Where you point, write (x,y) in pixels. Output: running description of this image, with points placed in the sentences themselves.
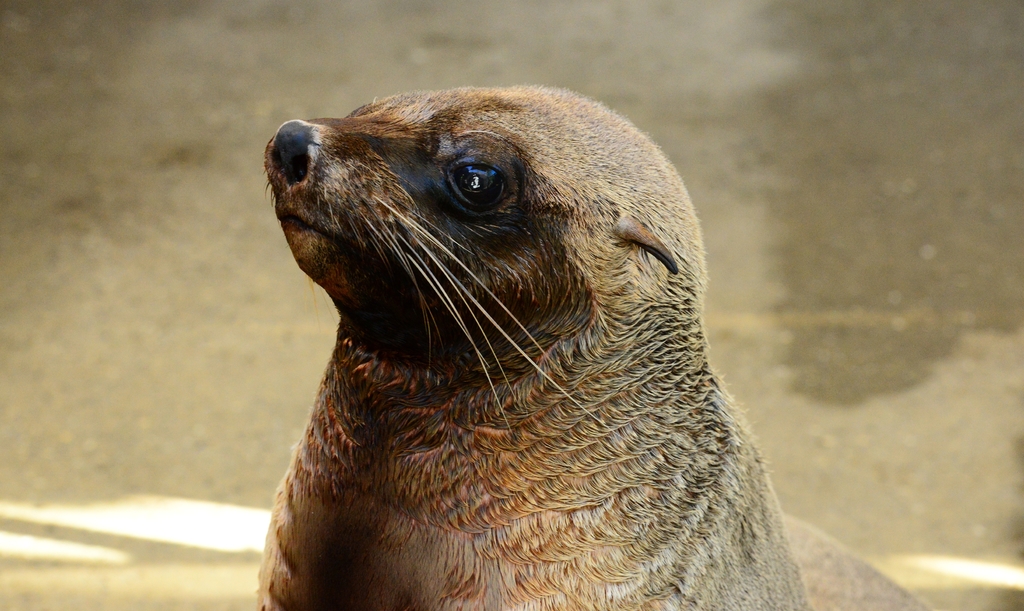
In this image I can see a brown and black colour animal (528,264).
